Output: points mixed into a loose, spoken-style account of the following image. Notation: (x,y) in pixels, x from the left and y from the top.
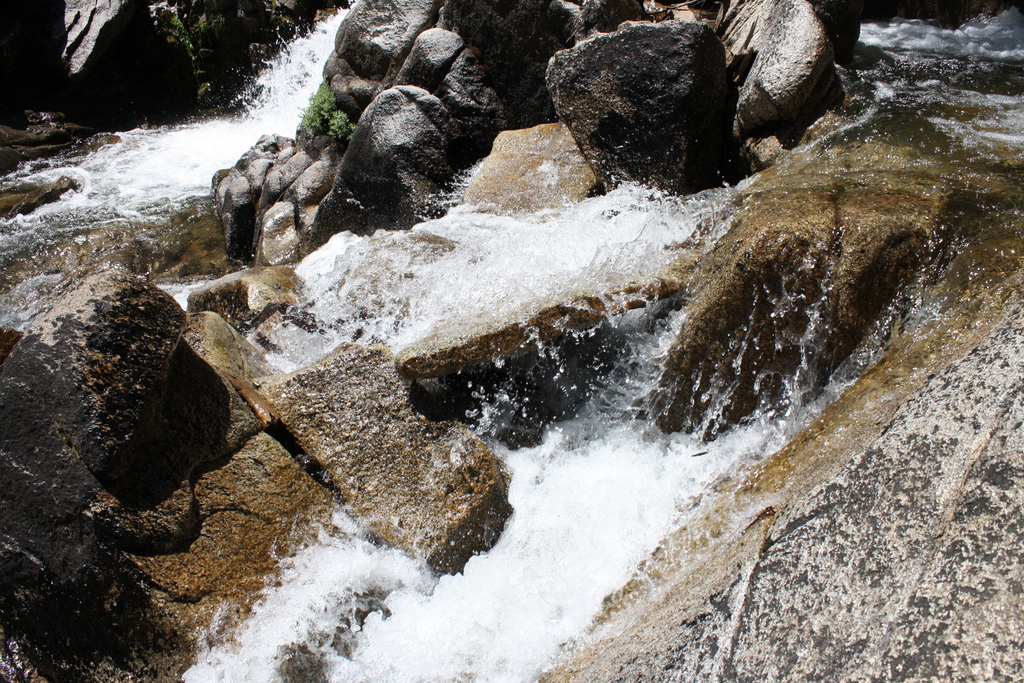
In the center of the image (575,295) we can see the water (633,403), rocks (749,217) are present. At the top of the image (309,112) a plant (310,114) is there.
